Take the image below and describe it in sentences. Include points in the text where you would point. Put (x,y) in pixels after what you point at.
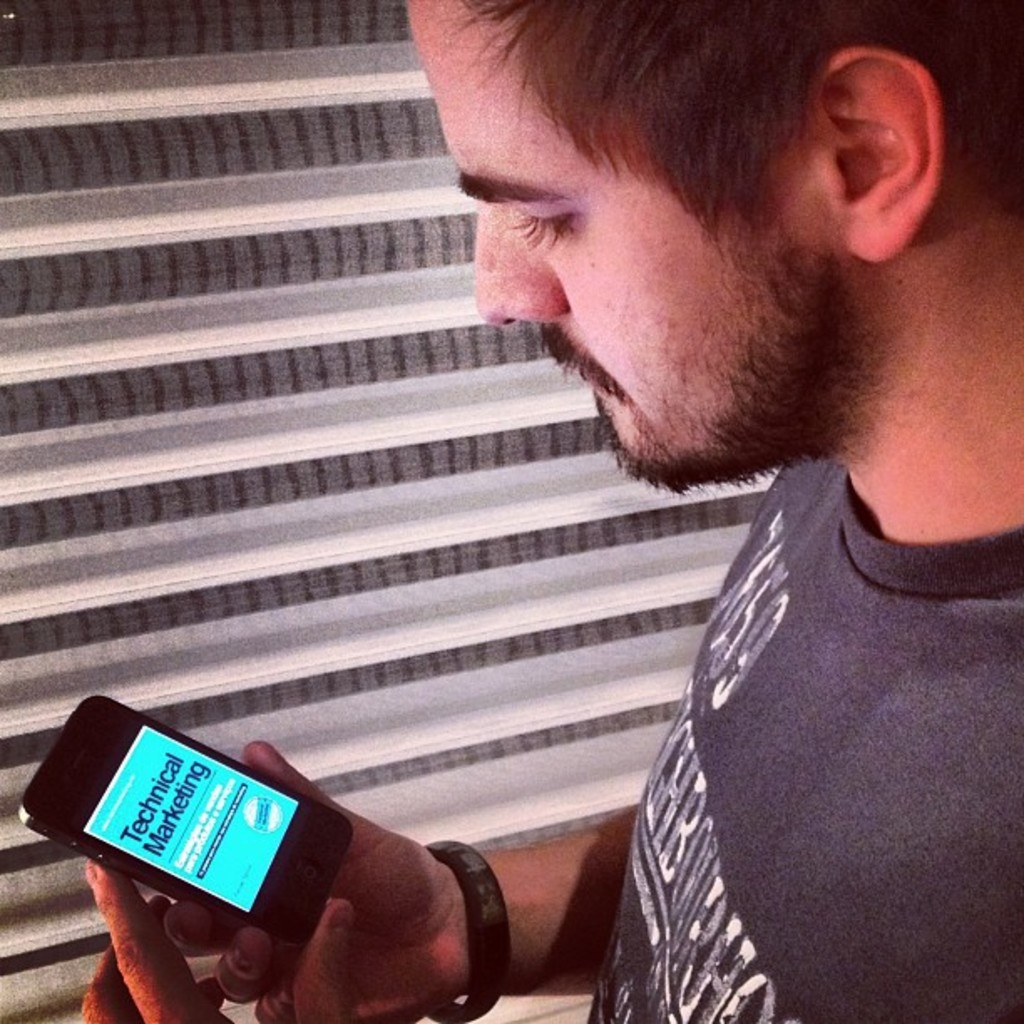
In this picture we can see a man (951,859) holding a mobile (278,797) in his hand (363,882). He wore a wristband (478,913) to his hand (511,923).
